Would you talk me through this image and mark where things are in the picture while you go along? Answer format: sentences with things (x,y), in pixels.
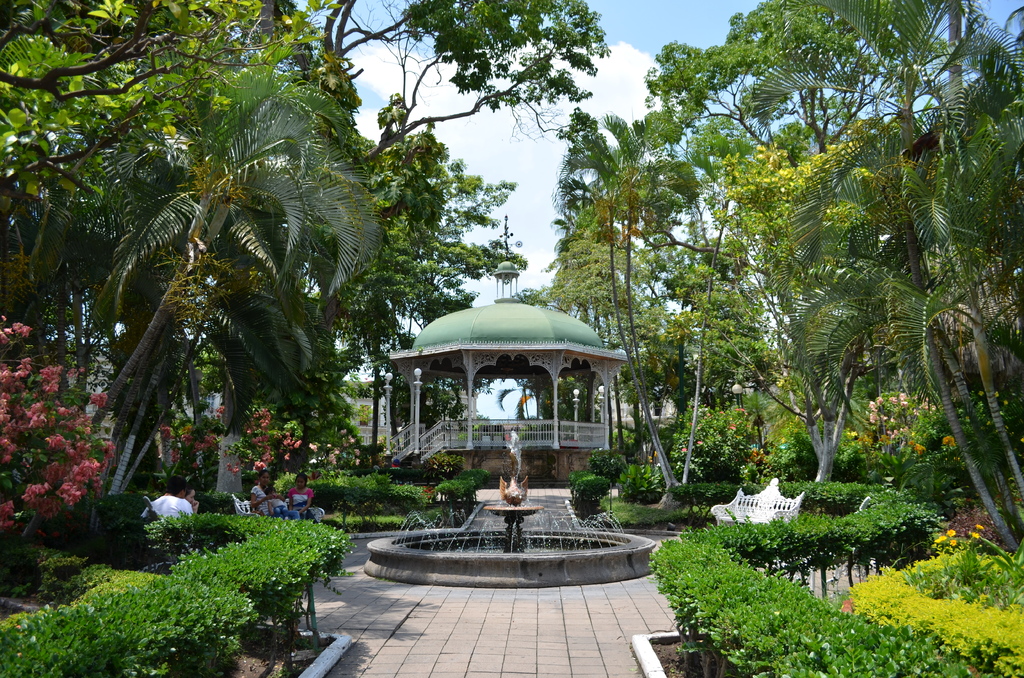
As we can see in the image there are plants (748,670), water (477,541), benches (738,511), few people (264,503) over here, trees (221,382), stairs (410,441), fence (493,428) and sky (499,153). In the middle (515,452) there is fountain (488,533).
